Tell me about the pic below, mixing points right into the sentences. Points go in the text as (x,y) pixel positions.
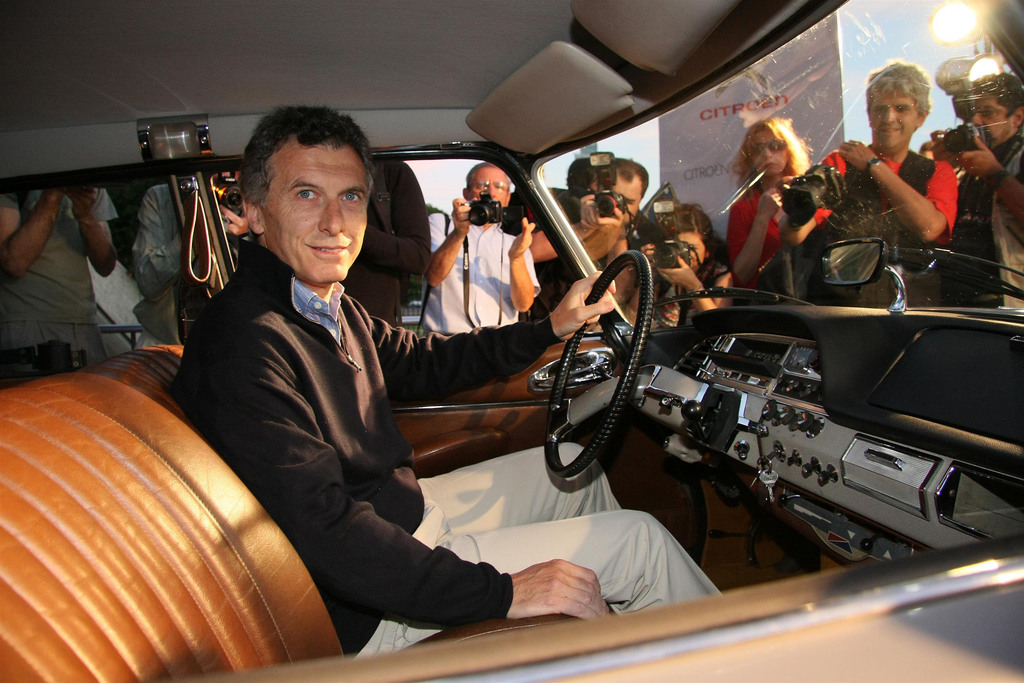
In the middle (453,403) there is a car (530,418), inside the car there is a man (452,524) he wear jacket (352,469) trouser (449,507) and shirt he is holding steering (641,277). In background (873,208) there are many persons (787,180) watching car (722,211). On the right (915,166) there are two persons (906,181), they are holding camera (949,141), i think there are taking pictures. In the middle (489,266) there is an old man (476,252), he hold a camera (493,223).
